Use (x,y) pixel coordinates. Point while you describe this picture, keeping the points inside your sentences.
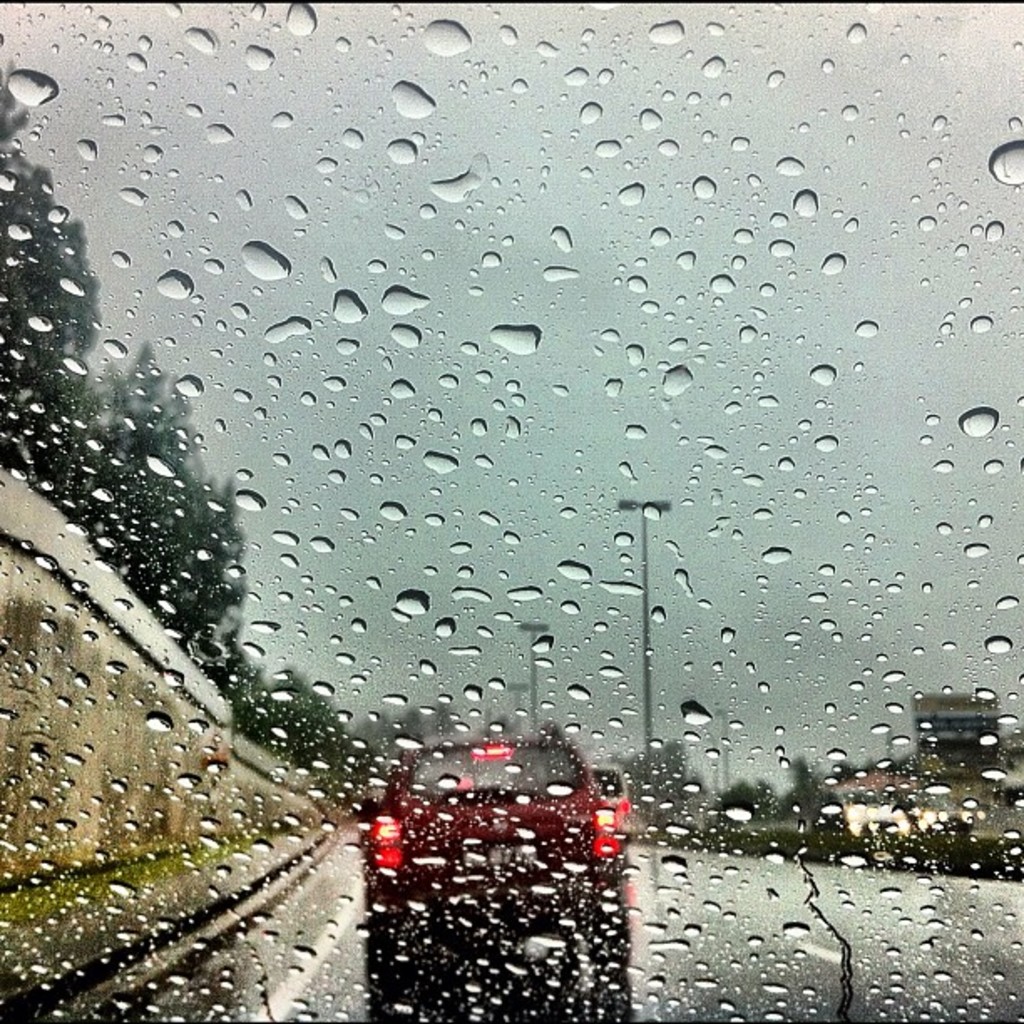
In this image we can see water droplets (262,629) on the glass (851,478), in front of it there is a red color car (551,885) on the road (849,916), and there are some street lights (644,628), and we can see some trees (46,343) at left side of the image (154,560).
